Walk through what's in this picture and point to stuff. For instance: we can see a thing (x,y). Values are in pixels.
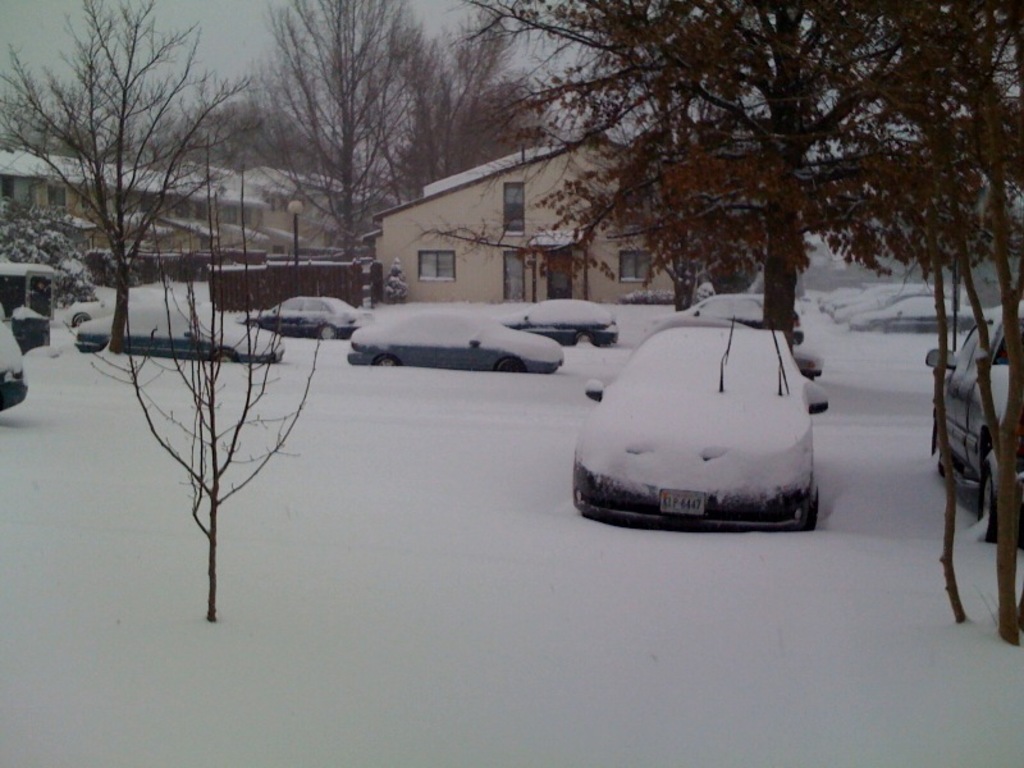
In this picture we can see vehicles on the snow (422,598) and in the background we can see houses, trees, sky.
